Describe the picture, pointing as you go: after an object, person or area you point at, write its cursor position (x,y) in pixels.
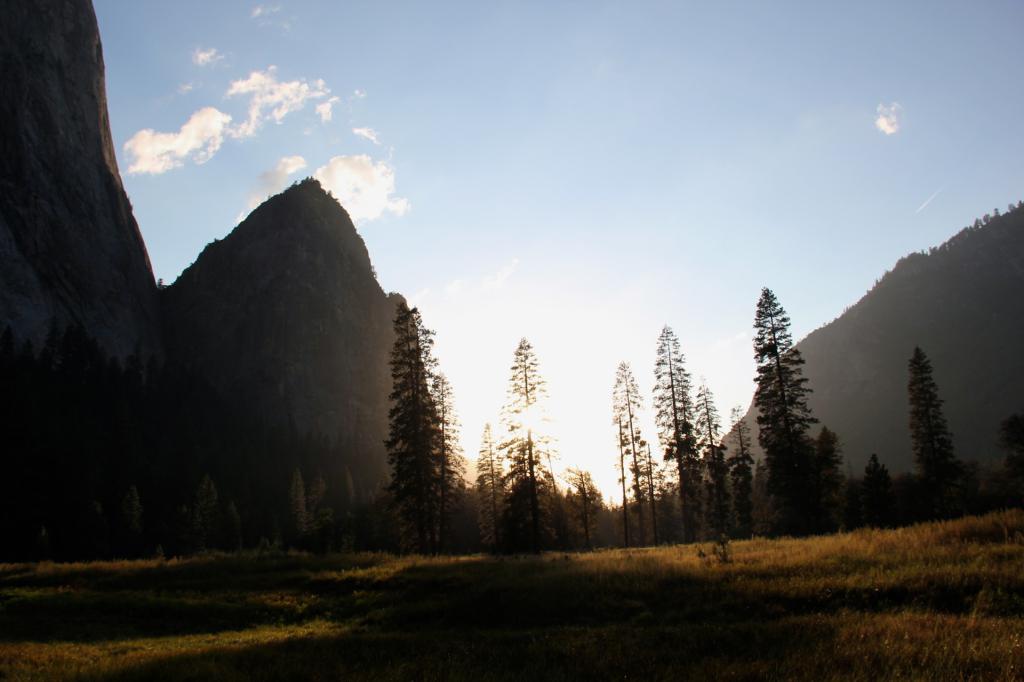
In this image we can see trees (79,443), plants (723,551), grass (729,564), hills (928,347), sky (503,208) and clouds (366,167).
